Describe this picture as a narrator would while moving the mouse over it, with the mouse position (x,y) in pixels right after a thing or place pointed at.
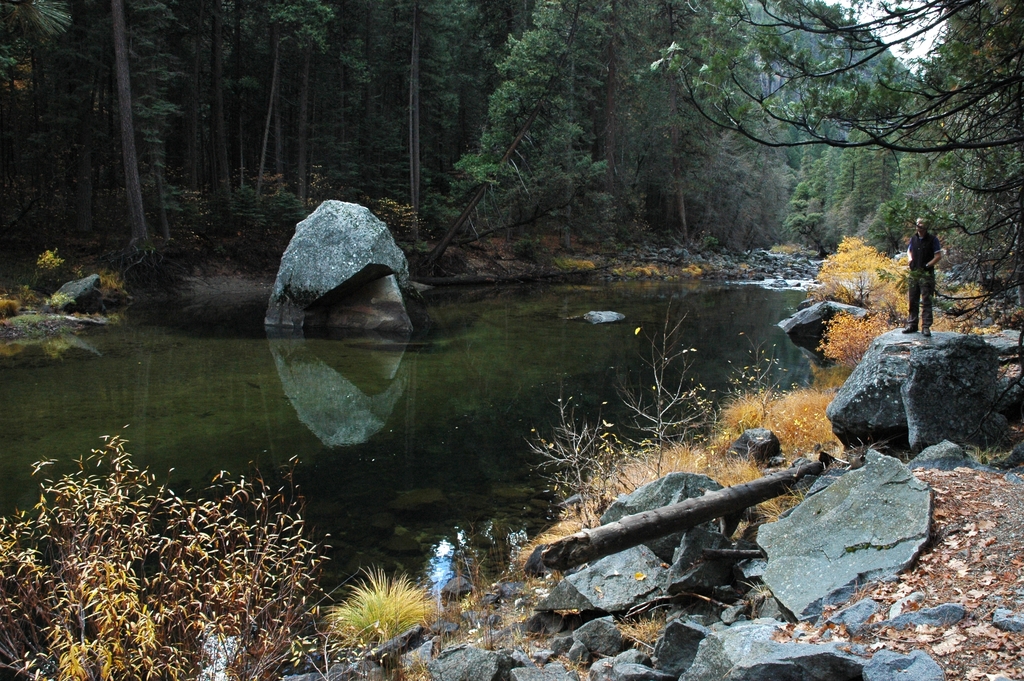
In this picture we can see water (615,398), grass (641,473), plants (317,556), and rocks (959,443). There is a person (927,305) standing on the rock (939,394). In the background (334,104) we can see trees (702,115) and sky (925,44).
